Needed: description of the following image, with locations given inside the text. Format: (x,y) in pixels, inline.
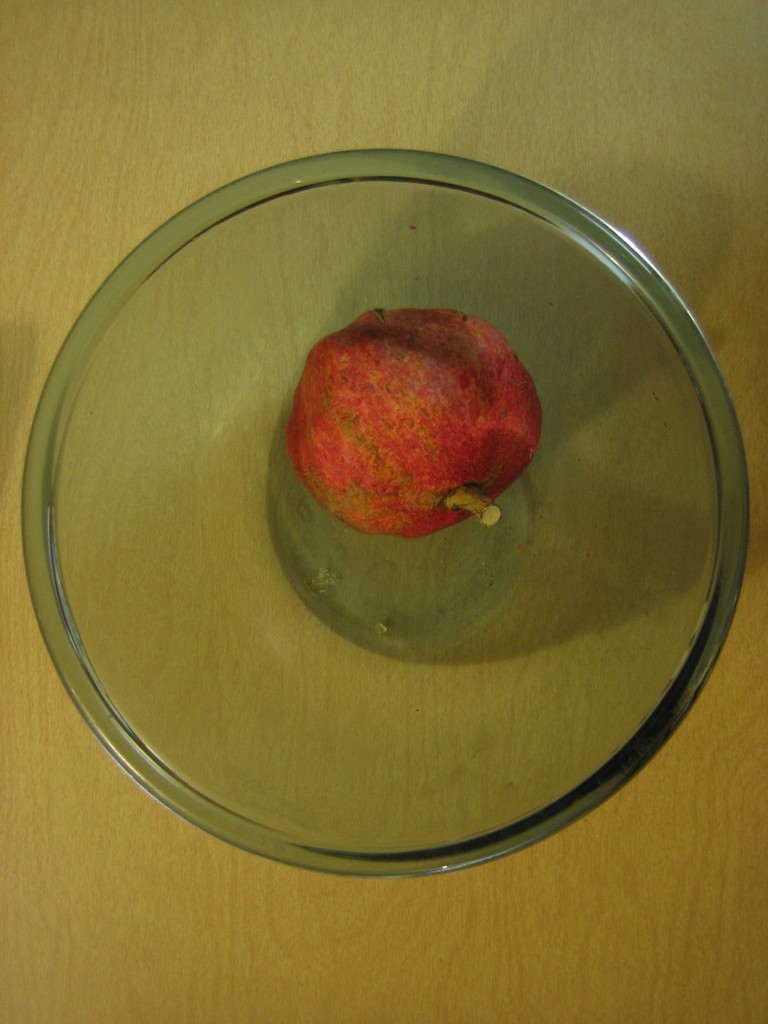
In this image there is a bowl (387,548) having a fruit (444,517) in it. Bowl (401,594) is kept on a wooden plank (381,972).
